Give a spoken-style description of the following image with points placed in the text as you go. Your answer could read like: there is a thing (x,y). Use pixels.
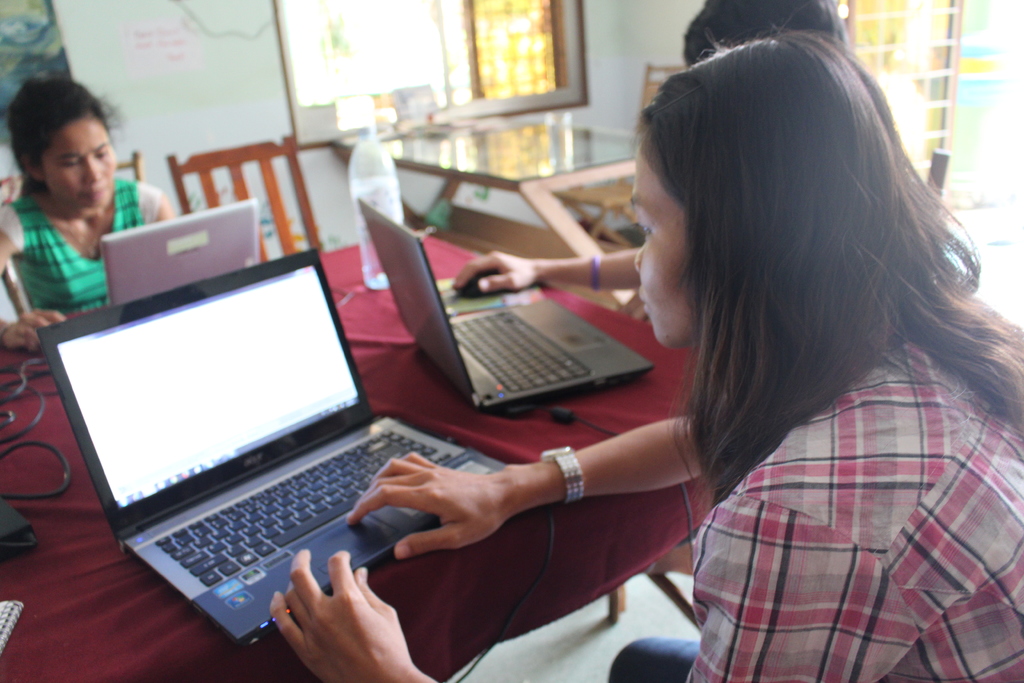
This picture is clicked inside the room (662,41). In this picture, we see three women (767,266) are sitting on the chairs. In front of them, we see a table (461,554) on which laptops (315,445), cables (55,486) and water bottle (376,278) are placed. This table (444,430) is covered with the maroon color cloth (498,425). Behind them, we see a glass table (518,172) and chairs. In the background (475,193), we see a white wall (197,77) on which poster (55,42) is pasted. In the right top (954,127), we see a door (945,111). We even see the window (486,77).
